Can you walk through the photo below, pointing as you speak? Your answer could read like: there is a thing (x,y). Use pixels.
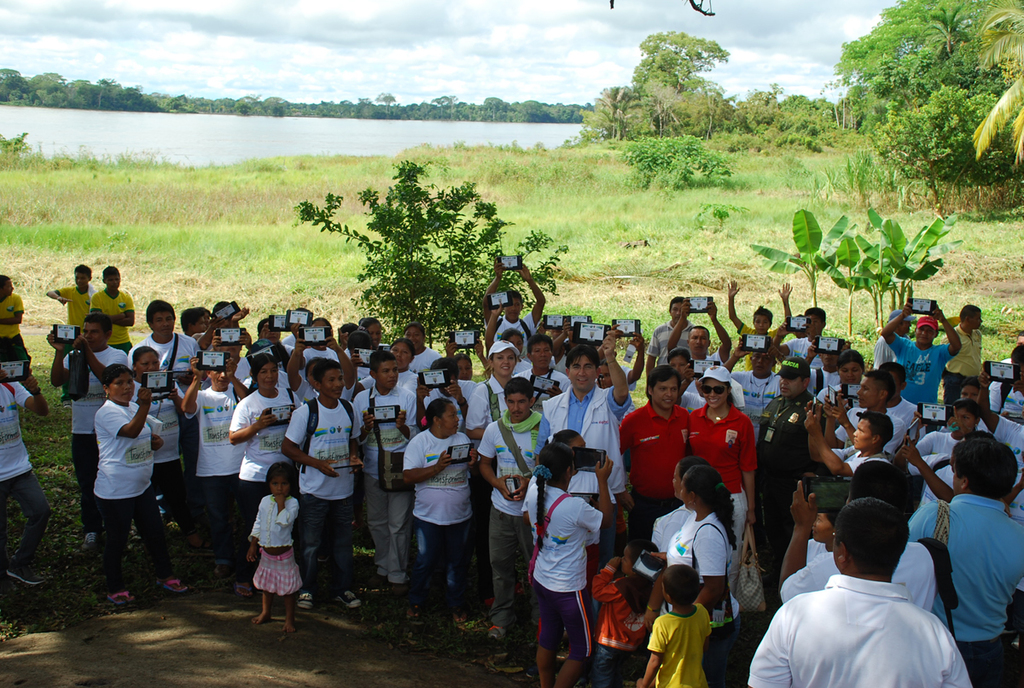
In the foreground of the picture (571,347) there are people (784,428), kids (691,603). Many are holding identity card like things (220,331). In the center of the picture (474,269) there are plants (715,206), trees (1002,88) and grass (812,174). In the background (643,112) there are trees (922,106), grass (493,152) and water body (446,131). sky (309,40) is cloudy.
